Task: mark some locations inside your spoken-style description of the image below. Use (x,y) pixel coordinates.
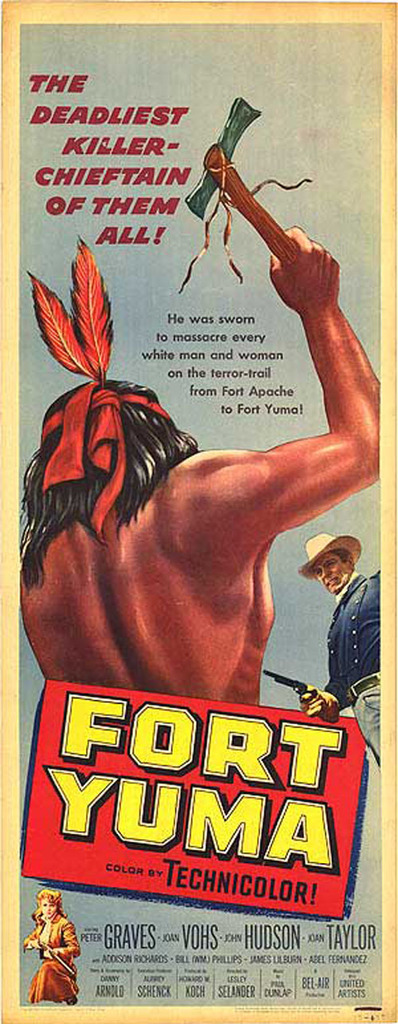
Something written on this poster (258,616). Here we can see people (321,579). These people (334,569) are holding weapons (227,146).
